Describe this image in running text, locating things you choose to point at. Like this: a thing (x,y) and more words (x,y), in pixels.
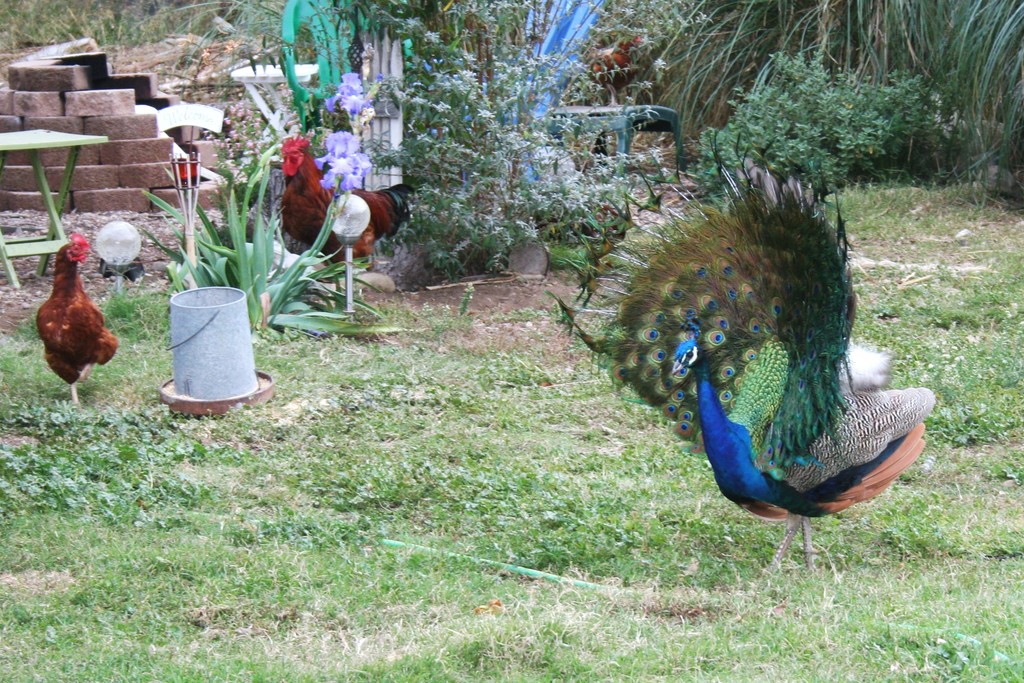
In this picture we can observe hens (314,238) and a peacock (693,307) on the ground (301,450). There are some plants (668,56) on this ground (910,349). We can observe some bricks (123,123) and green color table (37,247) on the left side (40,134). In the background (937,78) there is some grass (727,65).
